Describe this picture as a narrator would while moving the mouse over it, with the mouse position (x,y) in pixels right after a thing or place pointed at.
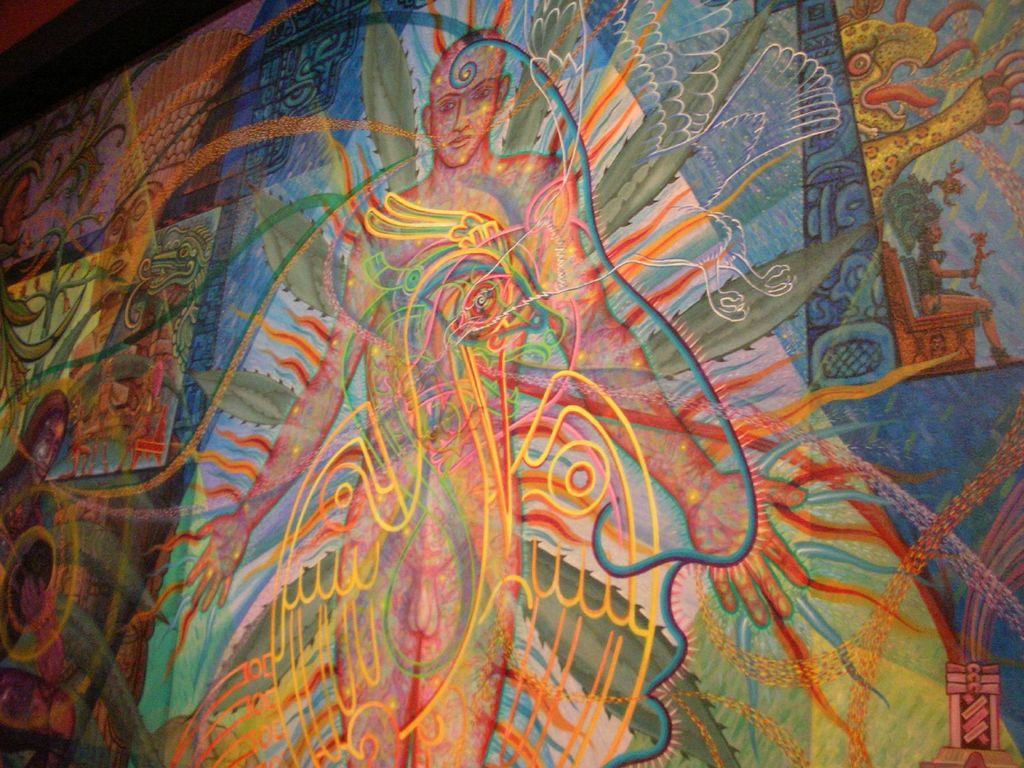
This looks like a colorful wall painting (659,276). I can see the painting (437,377) of a person (492,110), leaves (727,299), animal (886,61), bird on the wall (489,509).
